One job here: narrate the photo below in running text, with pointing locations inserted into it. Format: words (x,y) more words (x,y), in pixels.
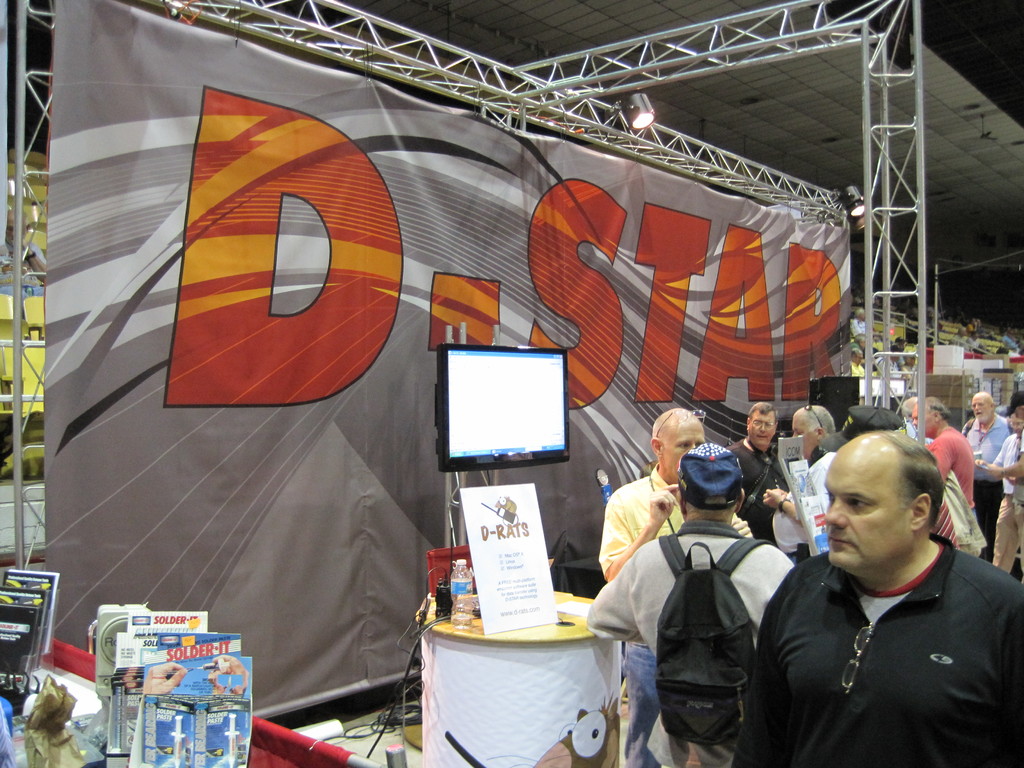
In this picture I can see group of people (793,422) standing, there is a television (436,435), there are some objects (33,727) on the tables (528,630), there is a banner (88,97), lighting truss (840,28), there are focus lights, chairs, and in the background (964,375) there are some objects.
